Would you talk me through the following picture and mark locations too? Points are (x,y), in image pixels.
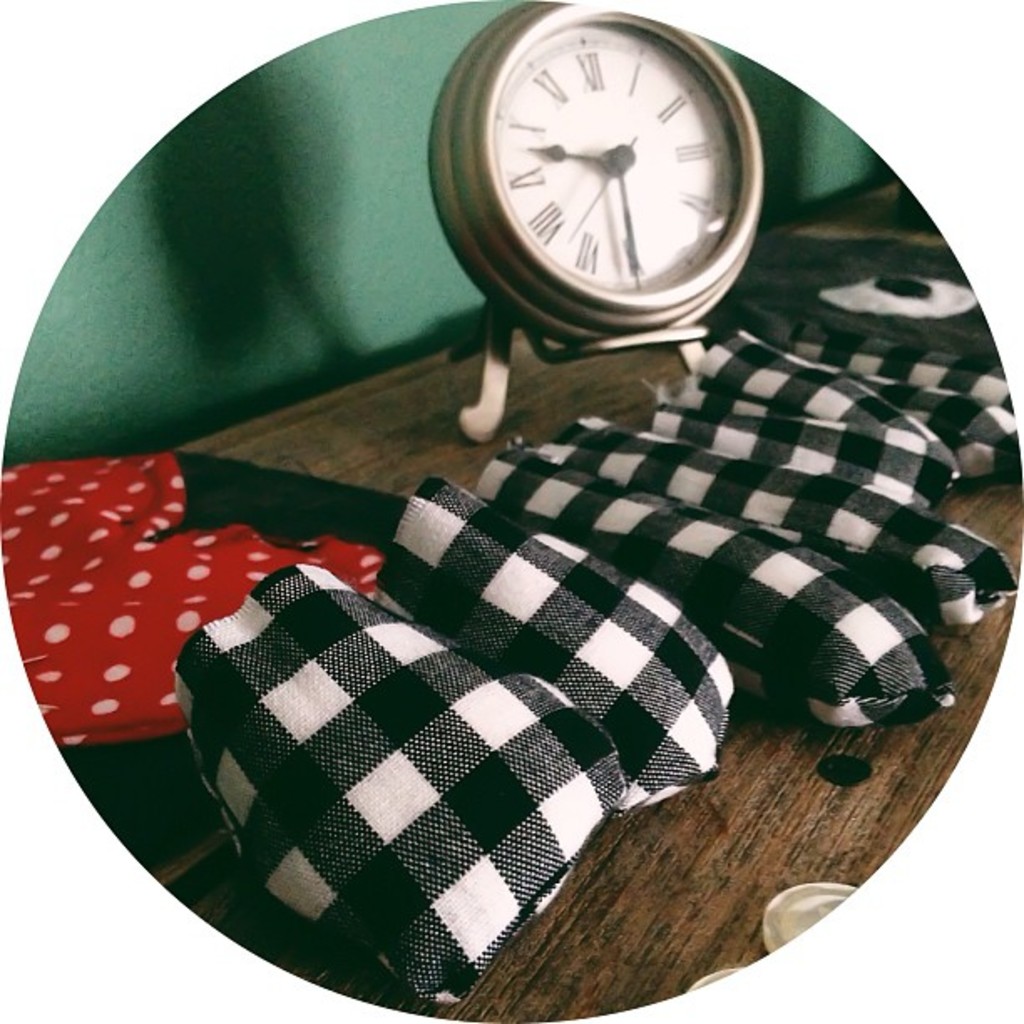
This is an edited image with the borders (213,1020). In the center (609,382) there is a wooden table (622,840) on the top of which handkerchiefs (549,645) and a clock (568,226) and some other items (813,895) are placed. In the background (357,136) there is a green color wall (352,250).
